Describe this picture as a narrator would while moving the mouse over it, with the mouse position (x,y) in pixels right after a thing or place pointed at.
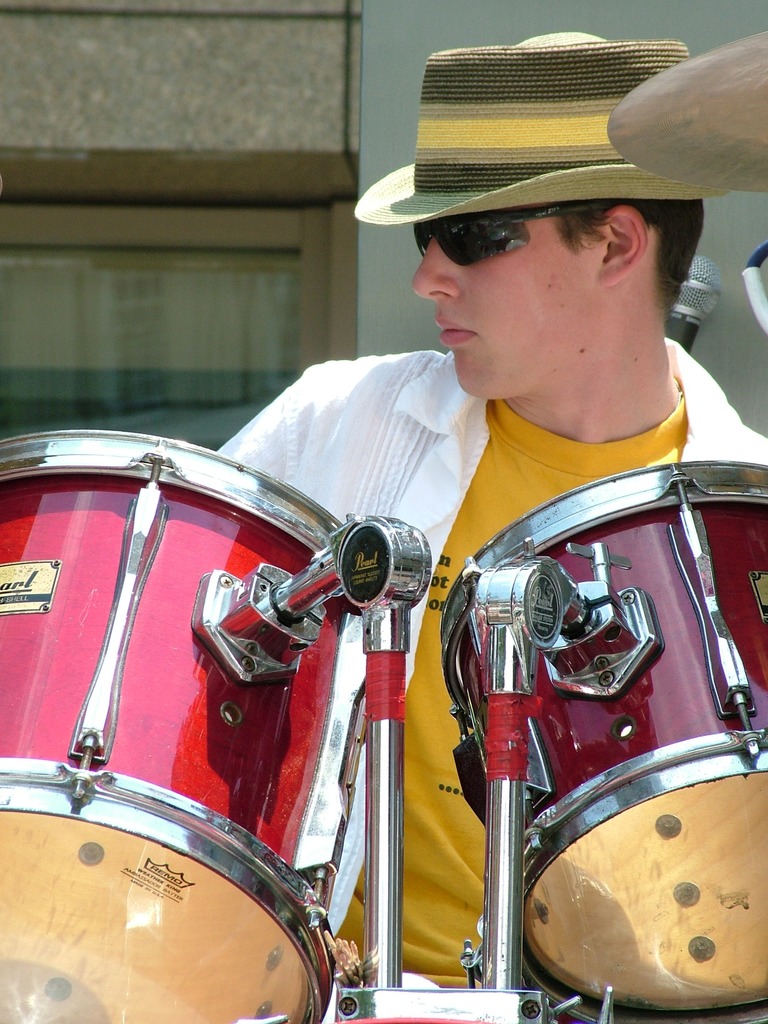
In this picture we can observe a person (438,398) in front of the red color drums (243,642). He is wearing white color shirt (402,476), spectacles (487,224) and a hat (506,151) on his head (524,250). In the background (407,44) there is a wall (407,56).
